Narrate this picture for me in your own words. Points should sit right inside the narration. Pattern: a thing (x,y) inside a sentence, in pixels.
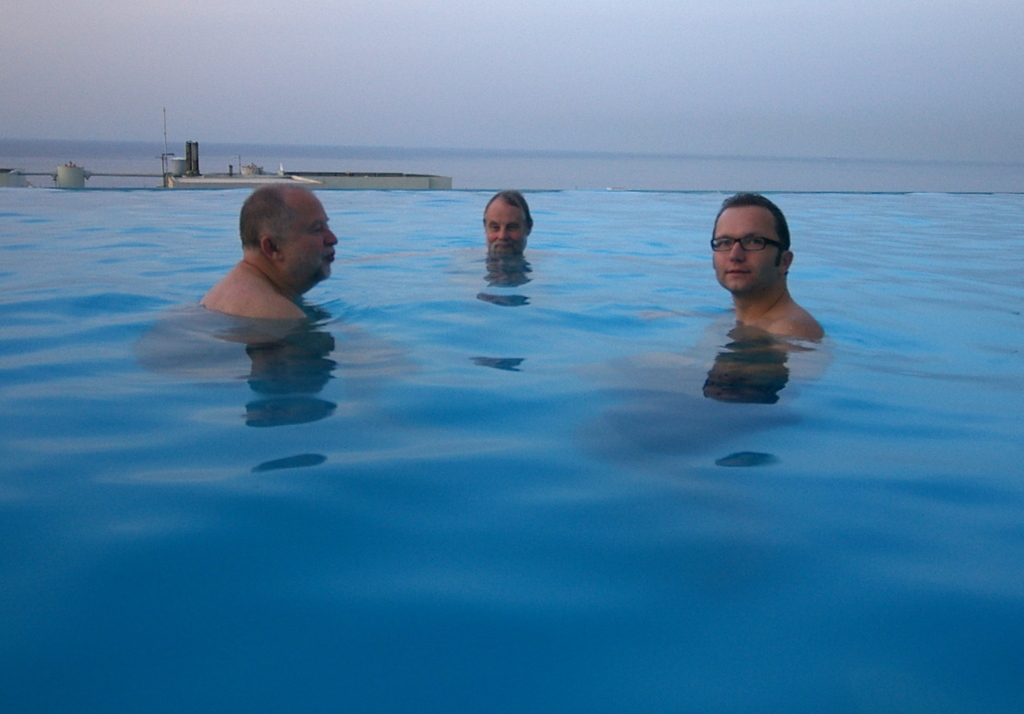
In this image in the center (501,244) there are three persons (787,272) who are in inside of water (175,285), and at the bottom (387,552) there is swimming pool (109,358) and in the background (31,184) there are some objects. At the top of the image (369,82) there is sky (363,87).
